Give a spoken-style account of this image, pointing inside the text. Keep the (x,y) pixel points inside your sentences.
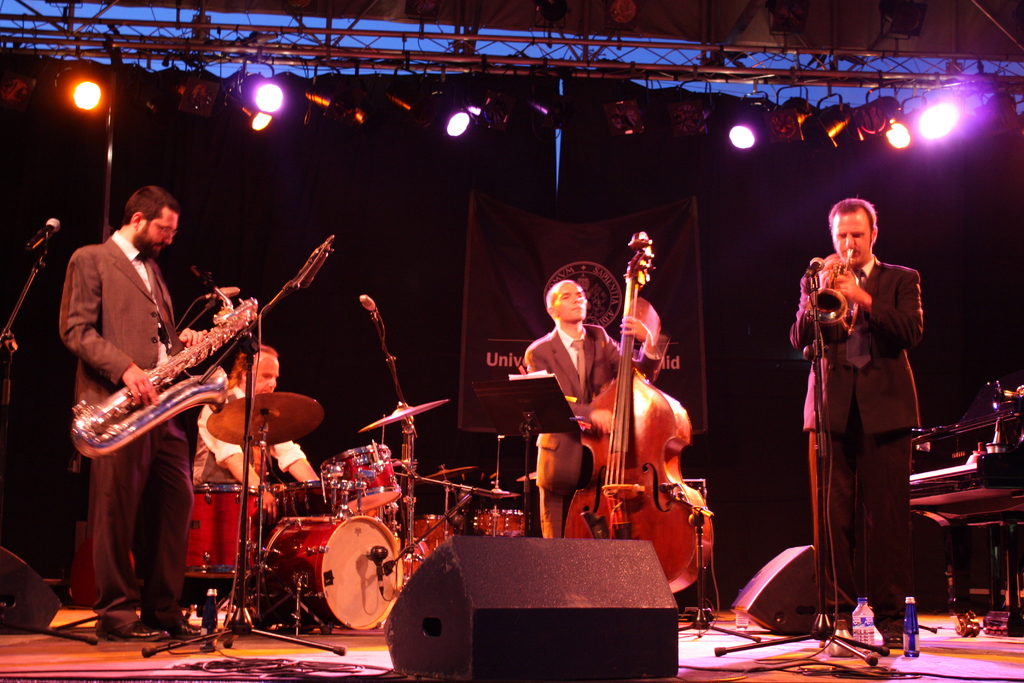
Here in this picture we can see four men (858,356). The left side man (169,424) is playing a saxophone (160,404) and the right side man (824,331) is playing a trumpet (830,311). The man (611,414) in the middle (621,398) is playing the double bass (613,463). And the man (274,451) in the left side (268,456) is playing the drums (336,510). There is a speaker (487,608) on the stage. There are some water bottles (872,639) down. And at the top (880,109) there are some lightings (611,107). In the background (636,221) we can see some posters (530,260) or banners (565,263).
